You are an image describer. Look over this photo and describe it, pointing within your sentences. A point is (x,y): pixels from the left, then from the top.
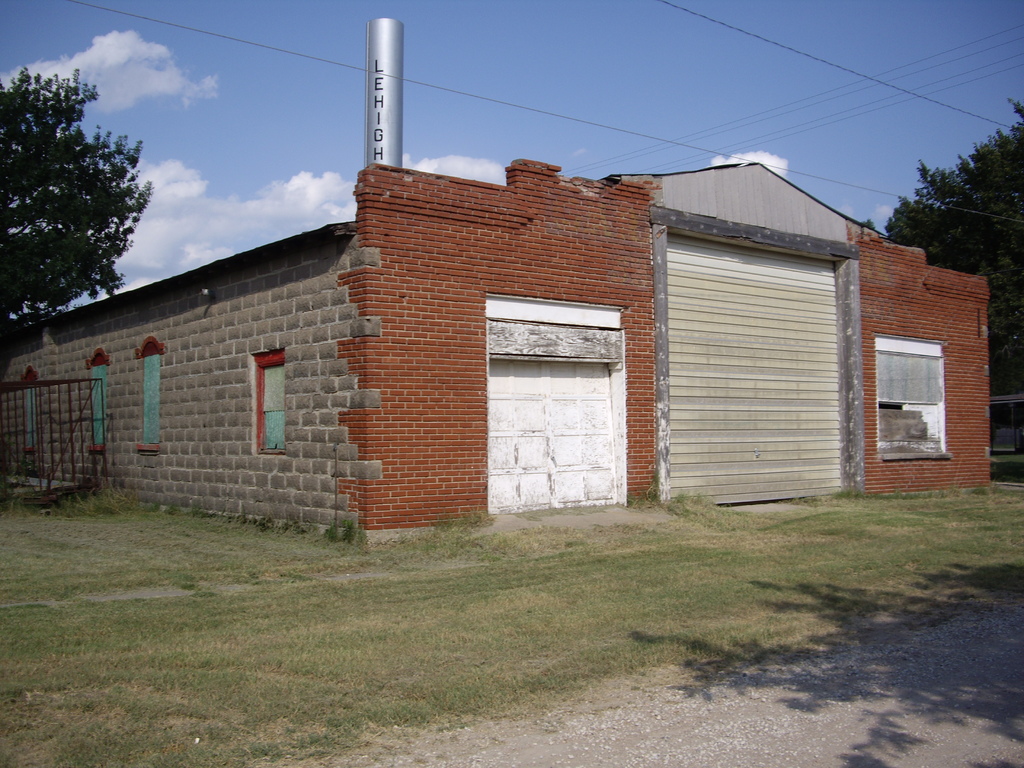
In the foreground of the picture there are stones (778,670), path (817,672) and grass (957,546). In the center of the picture (530,275) there is a building (324,322), trees (74,199), windows (26,403), gate (81,410) and brick wall (651,318). At the top (698,142) there are cables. Sky (699,94) is partly cloudy and it is sunny.
